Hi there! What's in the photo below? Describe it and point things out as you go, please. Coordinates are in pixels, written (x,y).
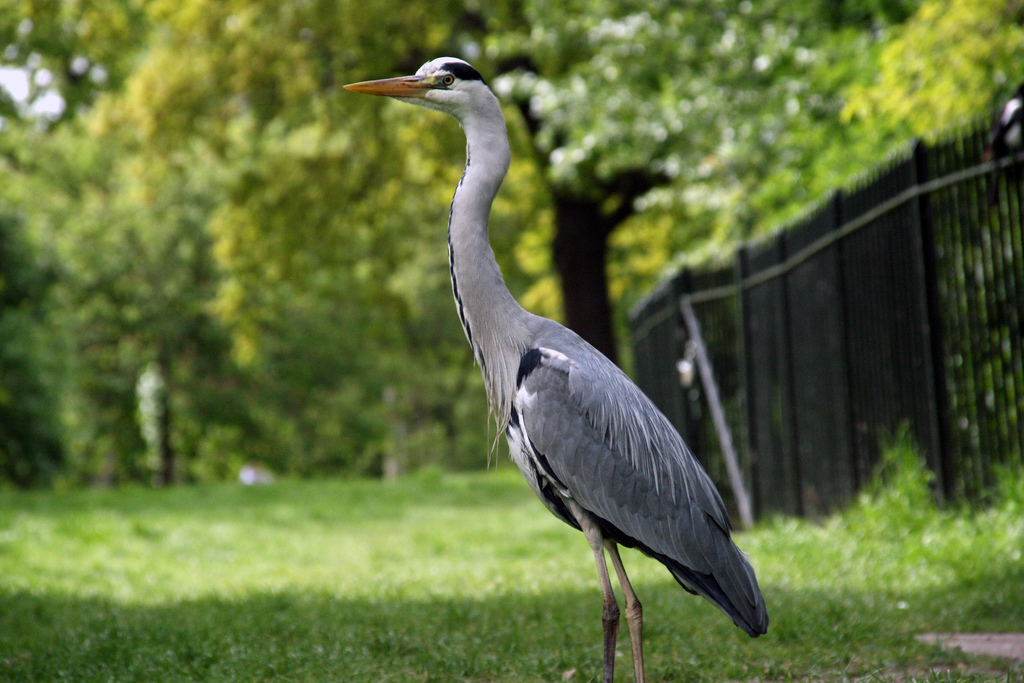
In this image, we can see some trees (293,269) and grass (496,588). There is a crane (508,422) in the middle of the image (582,406). There is a fence (1010,312) on the right side of the image (1016,364).
